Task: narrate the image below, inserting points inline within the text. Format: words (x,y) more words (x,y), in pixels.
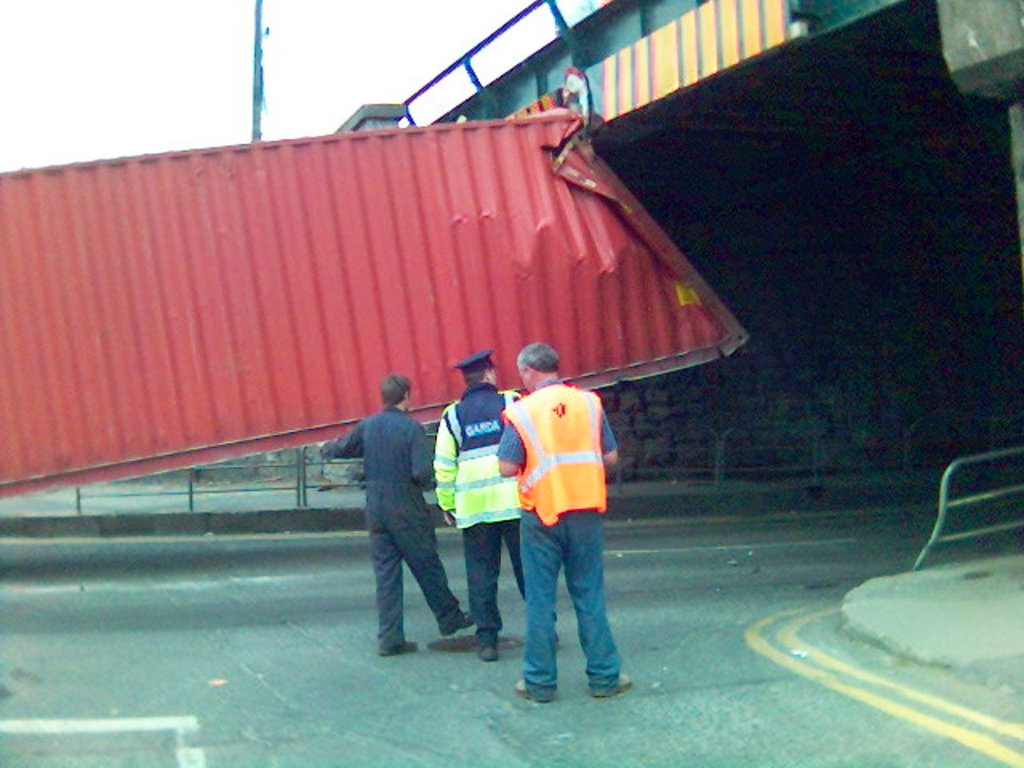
In the center of the image (376,486) we can see three people (477,557) standing. On the right (811,298) there is a bridge (713,93) and we can see a metal sheet (27,351). At the bottom (727,689) we can see a road (586,724). In the background (116,128) there is fence (289,473) and sky (336,83).
